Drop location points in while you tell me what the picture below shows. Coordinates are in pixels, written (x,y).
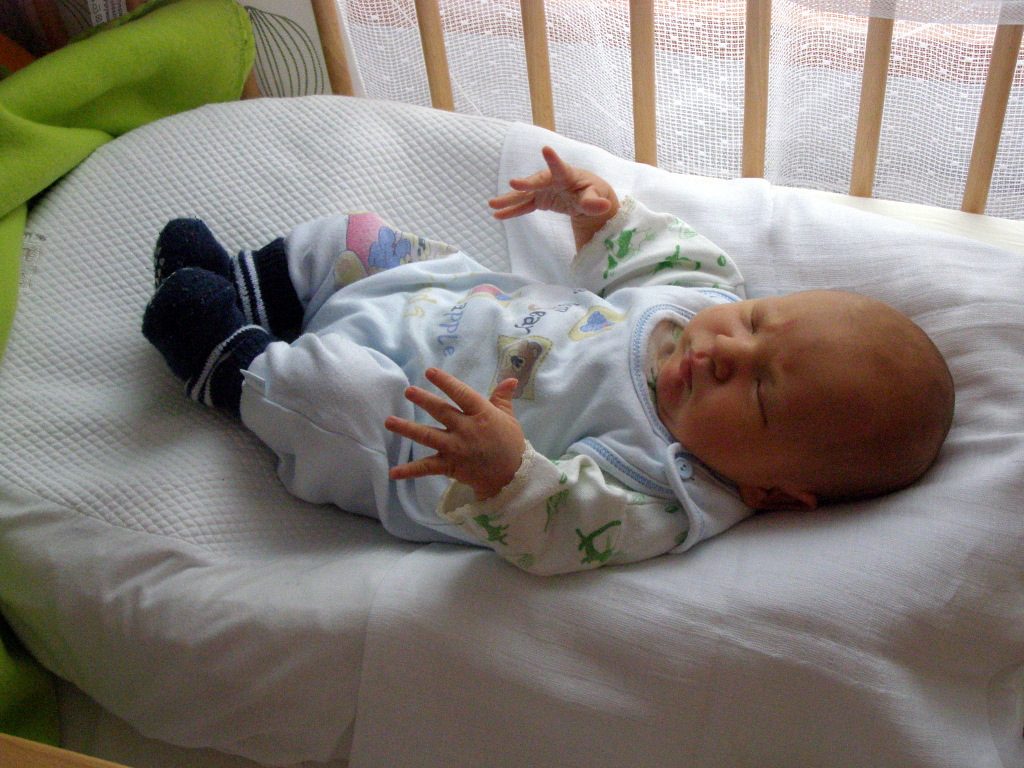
In this picture we can see small baby (293,403), sleeping in the cot bed (364,611). Behind there is a white color net (508,70).
